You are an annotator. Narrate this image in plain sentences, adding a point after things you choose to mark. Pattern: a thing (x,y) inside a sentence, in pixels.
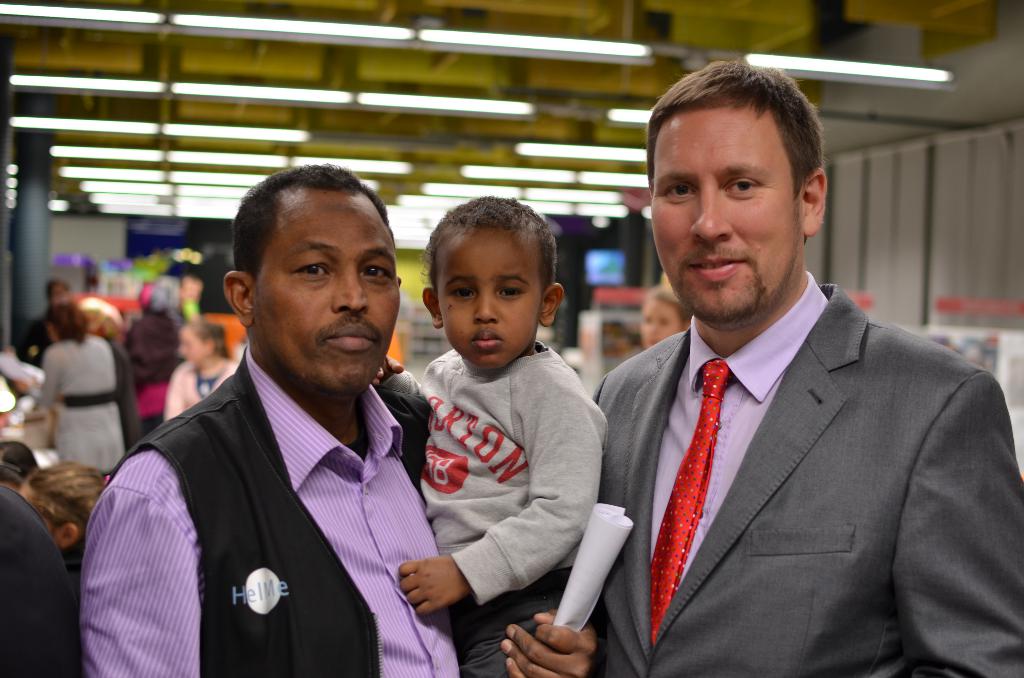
In this picture we can see few persons (685,433). In the background (208,263) we can see lights (895,67), wall (910,219), pillar (27,321), and objects (983,358).
